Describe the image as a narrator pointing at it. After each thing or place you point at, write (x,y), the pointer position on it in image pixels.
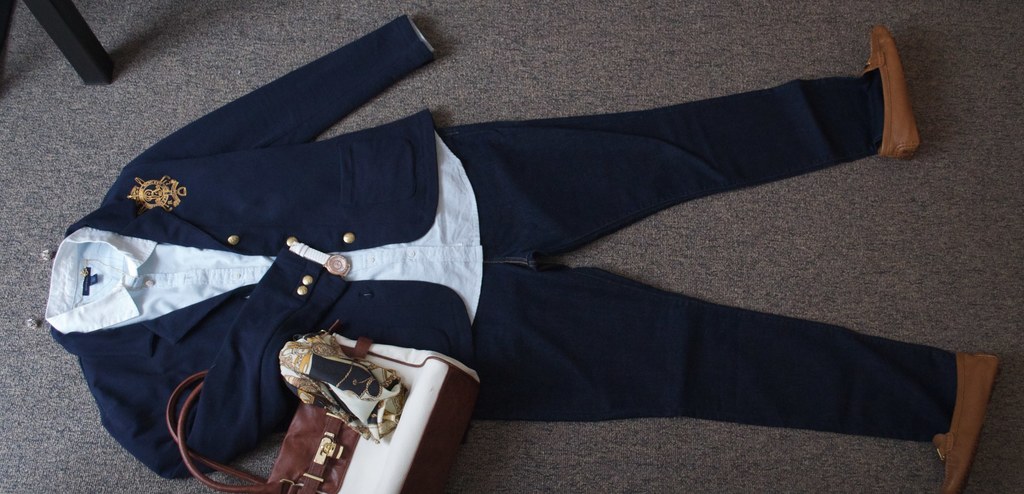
In this image we can see a dress (644,331), handbag (332,445) and shoes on a surface (4,112). In the top left (75,45), we can see a wooden object (65,44).
